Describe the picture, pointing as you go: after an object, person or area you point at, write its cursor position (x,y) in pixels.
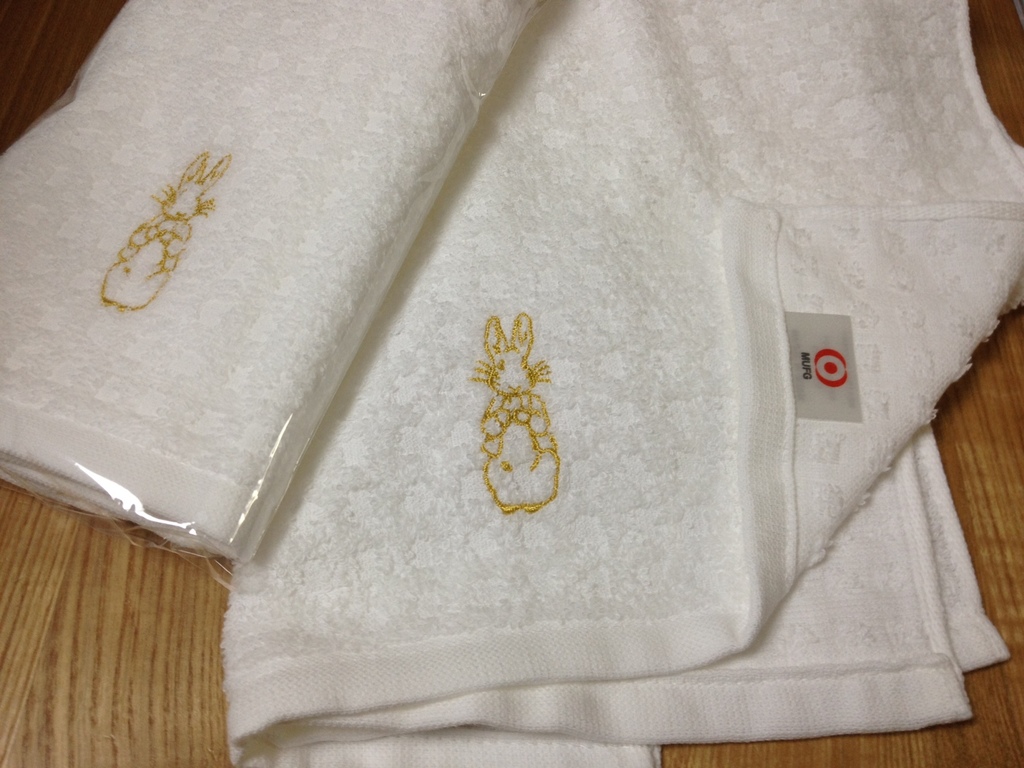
In this picture we can see white color clothes (504,338) and we can find embroidery work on the clothes (327,377).
